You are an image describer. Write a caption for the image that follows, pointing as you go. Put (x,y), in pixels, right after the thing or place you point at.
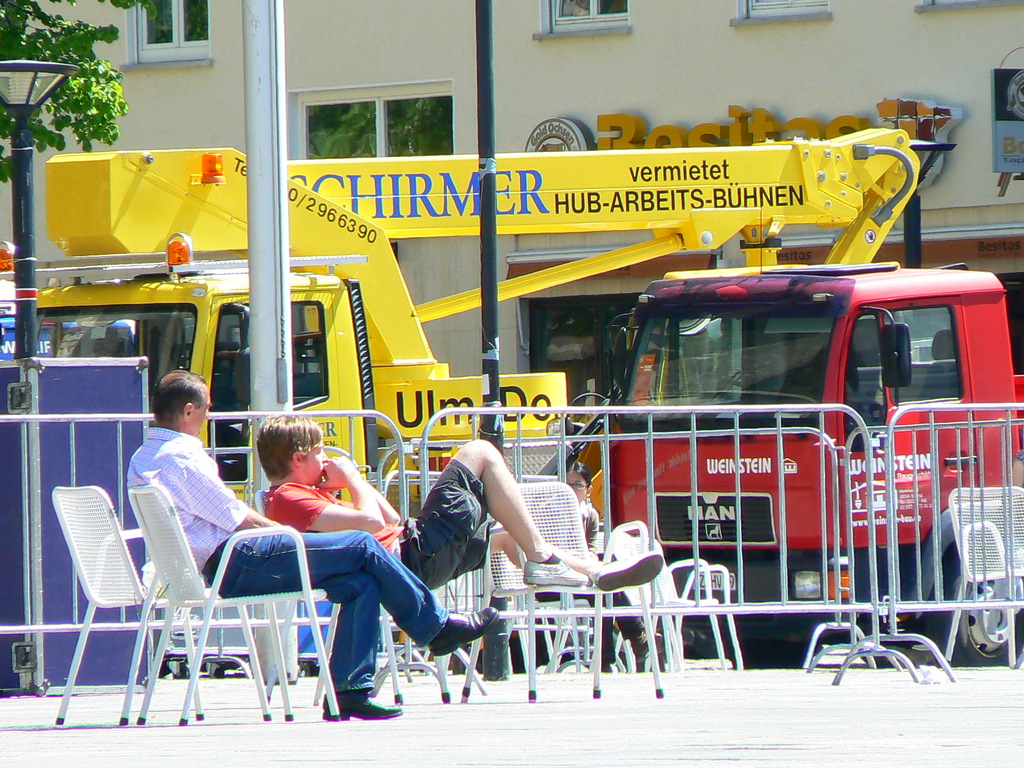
In this image I can see few people (275,515) are sitting on the chairs (316,625). In the background (557,53) there is a building (571,96). In this image I can see a crane (302,350) on the left side (293,356) in yellow color, on the right side (856,358) there is a vehicle (862,355) in red color.
